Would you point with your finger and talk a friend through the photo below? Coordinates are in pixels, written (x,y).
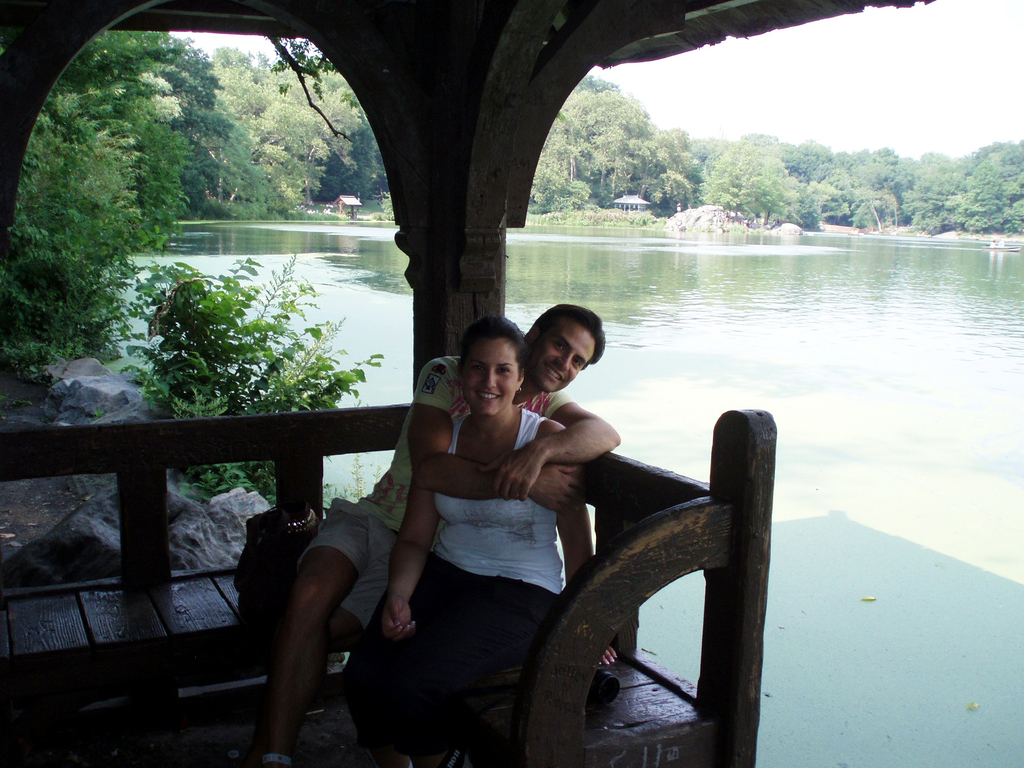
In the center of the image (525,394) we can see two persons (542,597) are sitting and they are smiling. And we can see a pillar (410,267), arch (57,57), roof (685,18) and some objects (571,610). In the background (55,365), we can see sky (868,100), trees (600,166), huts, stones (221,497), plants (187,411) and water (808,321).
